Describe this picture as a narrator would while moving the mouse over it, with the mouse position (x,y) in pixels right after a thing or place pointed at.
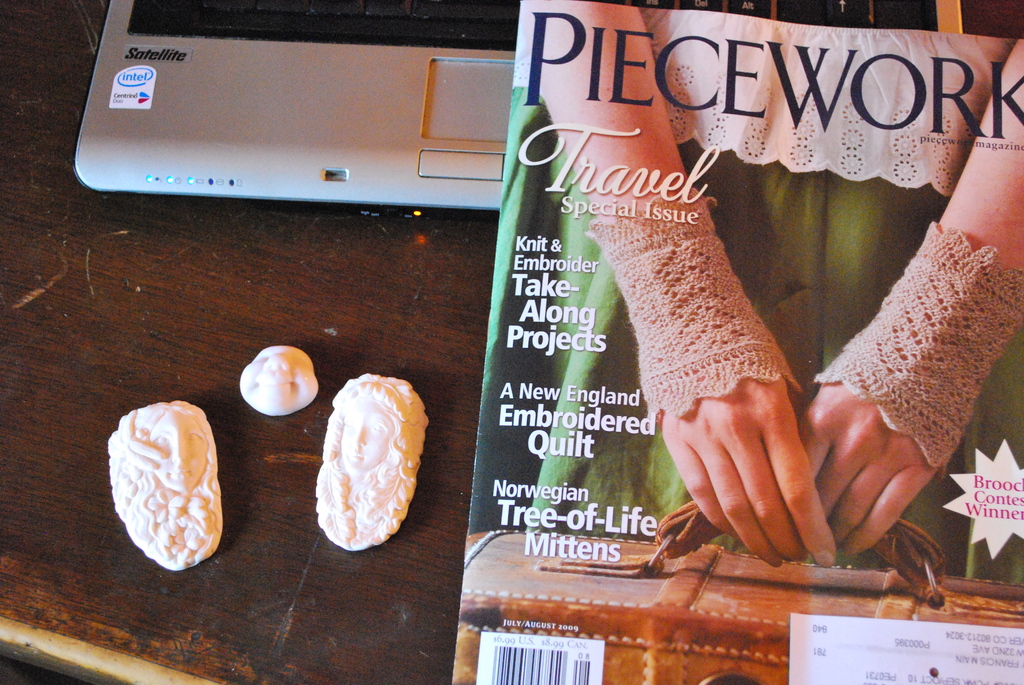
In this image there is a table (60,129). On top of it there is a laptop (931,18), magazine (714,453) and a few other objects (154,471).
